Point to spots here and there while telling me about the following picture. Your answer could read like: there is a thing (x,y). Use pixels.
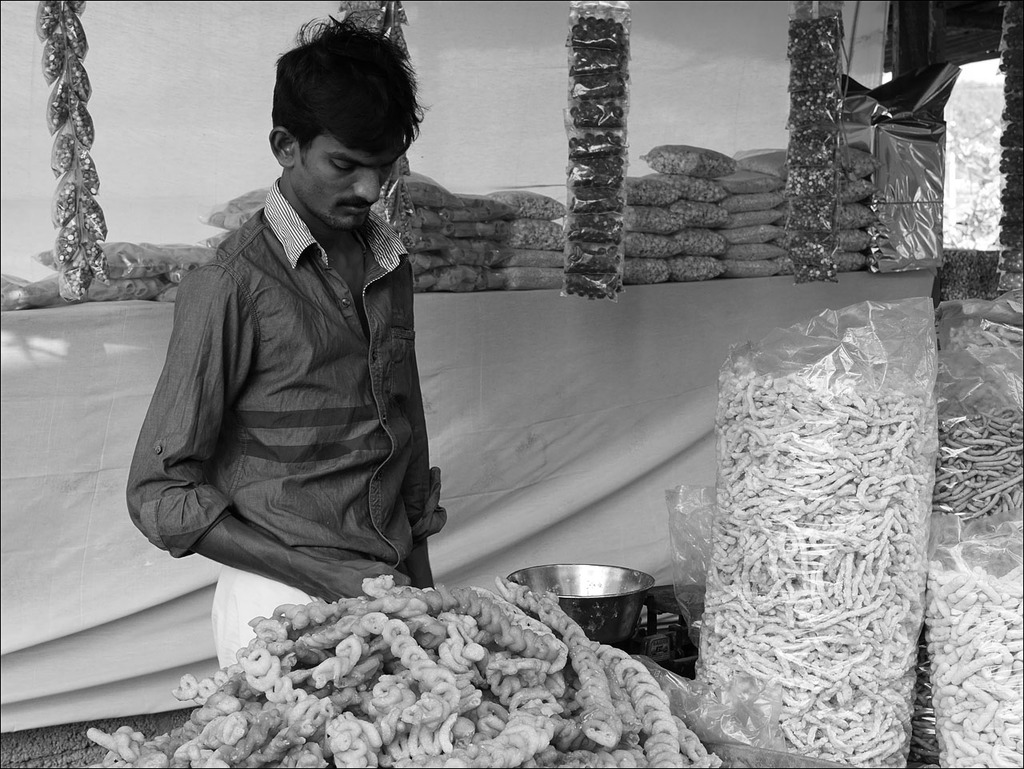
This picture shows a man (293,468) standing and we see some food (985,498) in the polythene covers (908,408) and we see a vessel (586,597) and a cloth (510,424) on the back (520,467).
